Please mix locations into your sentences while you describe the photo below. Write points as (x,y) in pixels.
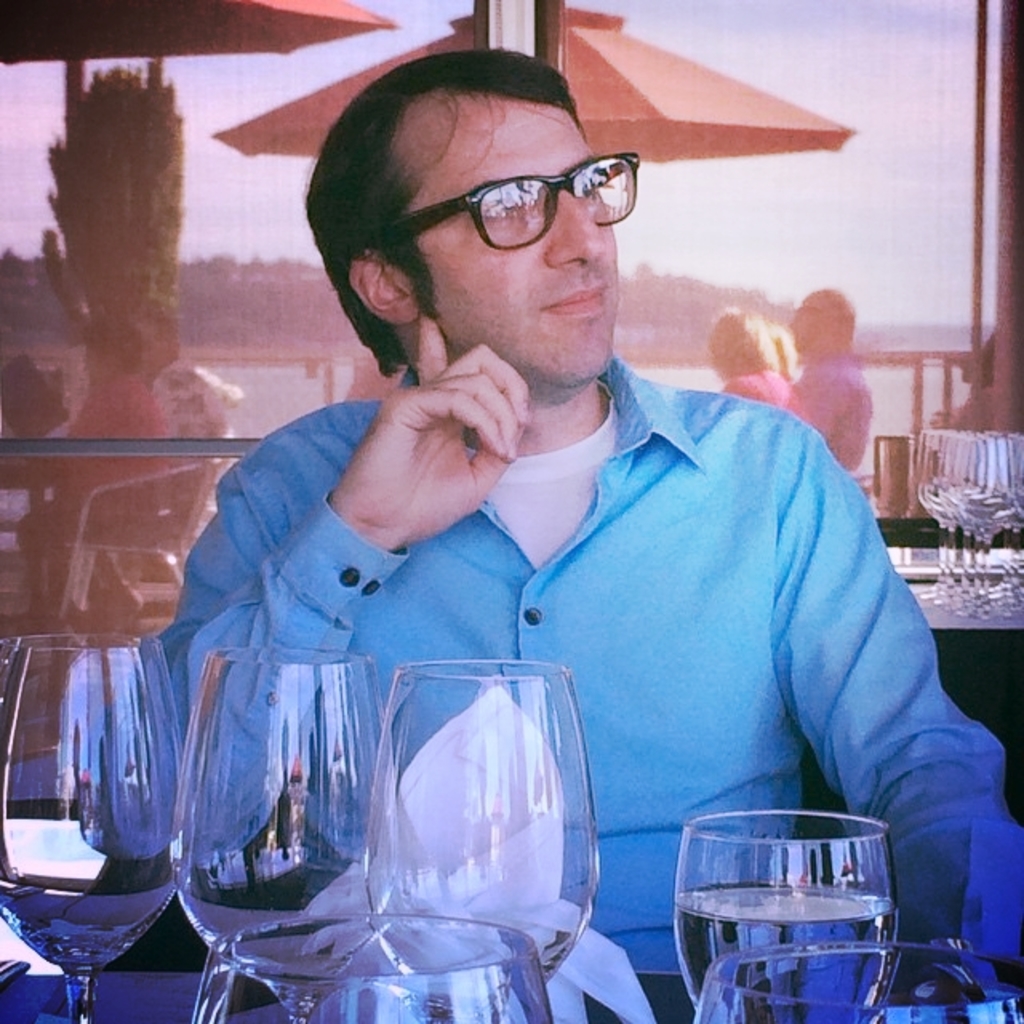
In the center of the image (512,559) we can see a person (682,759) is sitting and he is wearing glasses (563,173) and he is in a blue color shirt (570,636). In front of him, we can see a platform (105,1013). On the platform (61,1005), we can see glasses (543,940) and some objects (644,1016). On the right side of the image (938,612), we can see a table (988,624). On the table (971,627), we can see a few glasses (960,469). In the background (199,165), we can see the sky (771,160), outdoor umbrellas (635,84), few people (154,415) are sitting and a few other objects (1017,296).
